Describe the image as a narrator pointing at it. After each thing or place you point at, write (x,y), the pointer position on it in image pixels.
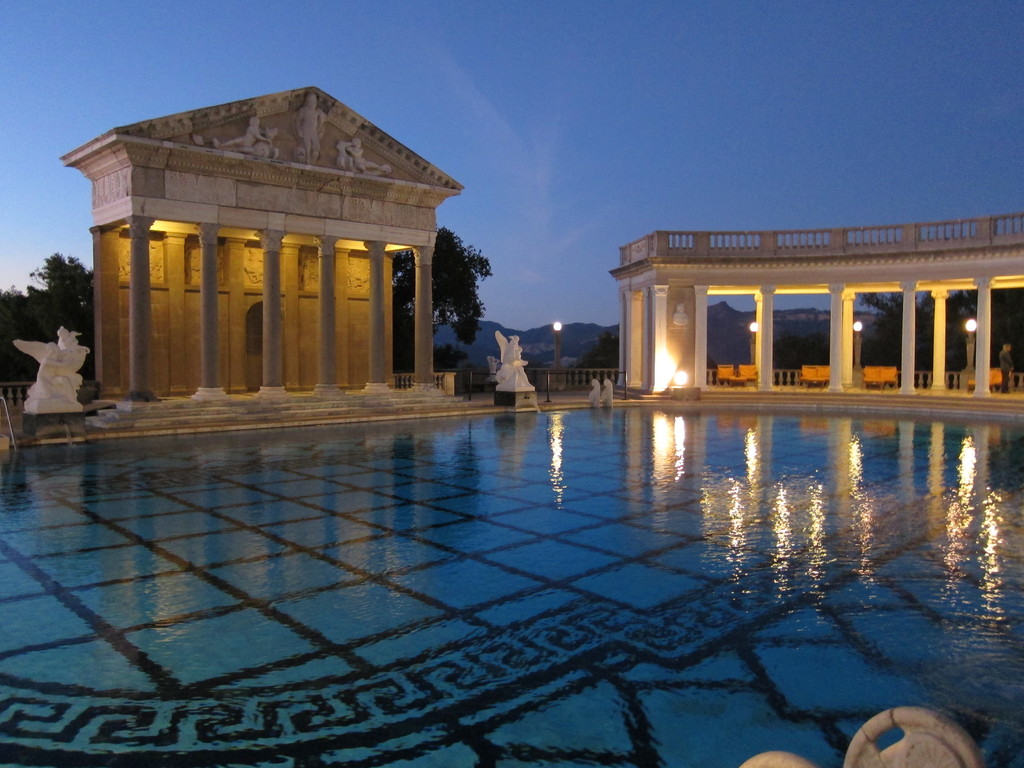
In this image we can see the buildings (378,274) with pillars (380,290) and sculptures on them. We can also see some statues (38,391), water (424,659), a fence (573,369), poles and a staircase (459,404). On the backside (808,355) we can see some lights (682,378), the hills (727,355), trees (602,341) and the sky (550,164).
